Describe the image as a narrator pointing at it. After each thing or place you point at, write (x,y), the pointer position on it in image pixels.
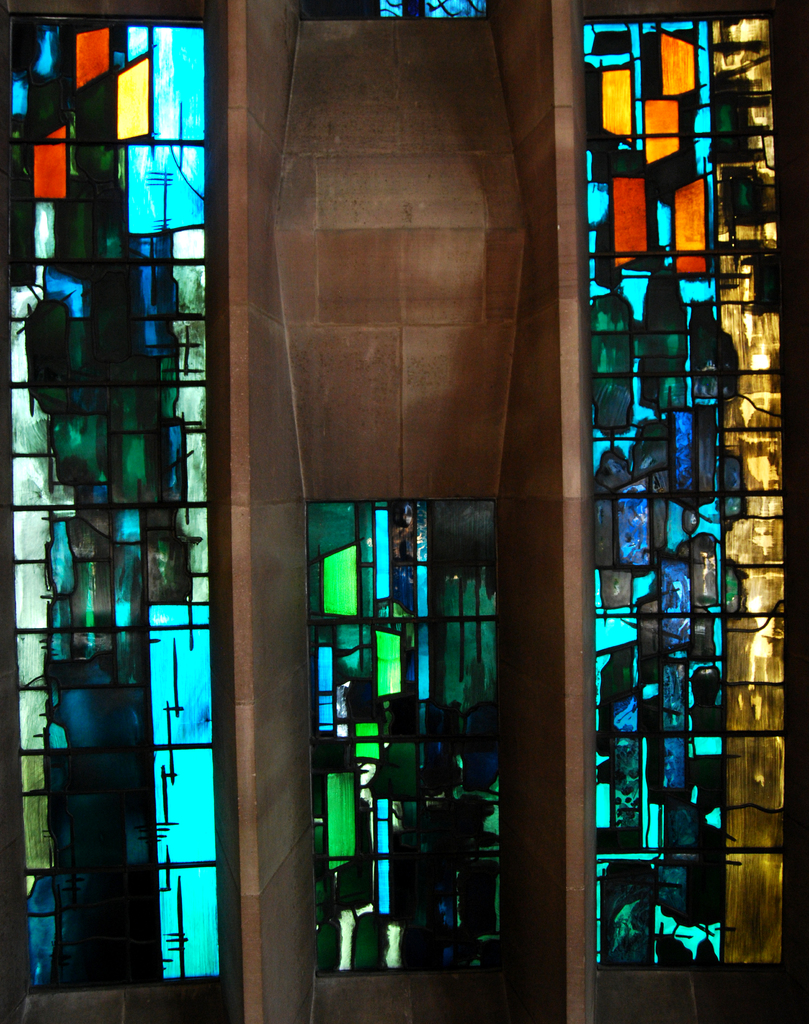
In this image we can see a stone (413,249) and a glass object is present in the middle of this image (343,634).
